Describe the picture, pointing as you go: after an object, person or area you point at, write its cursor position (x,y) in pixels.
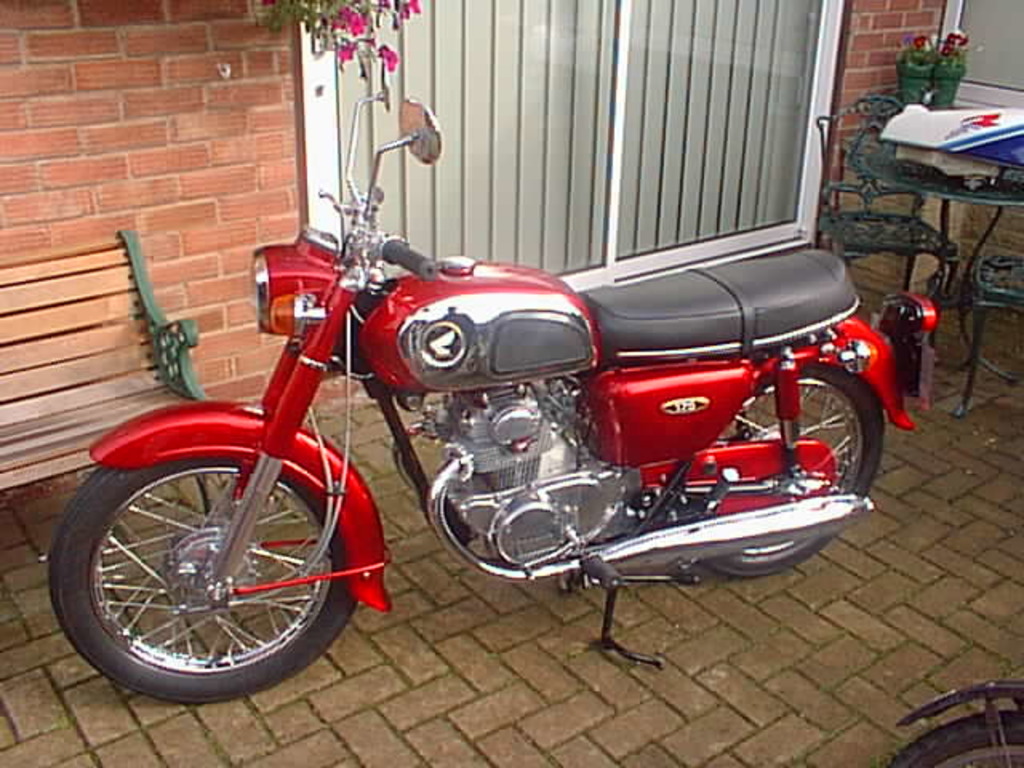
In the image in the center (350,492) we can see one bike (492,513), which is in red color. In the background (647,148) there is a brick wall (124,69), window (662,92), plant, bench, table (1013,179), plant pots (940,87), tiles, chairs (897,233) and few other objects (1014,132).
